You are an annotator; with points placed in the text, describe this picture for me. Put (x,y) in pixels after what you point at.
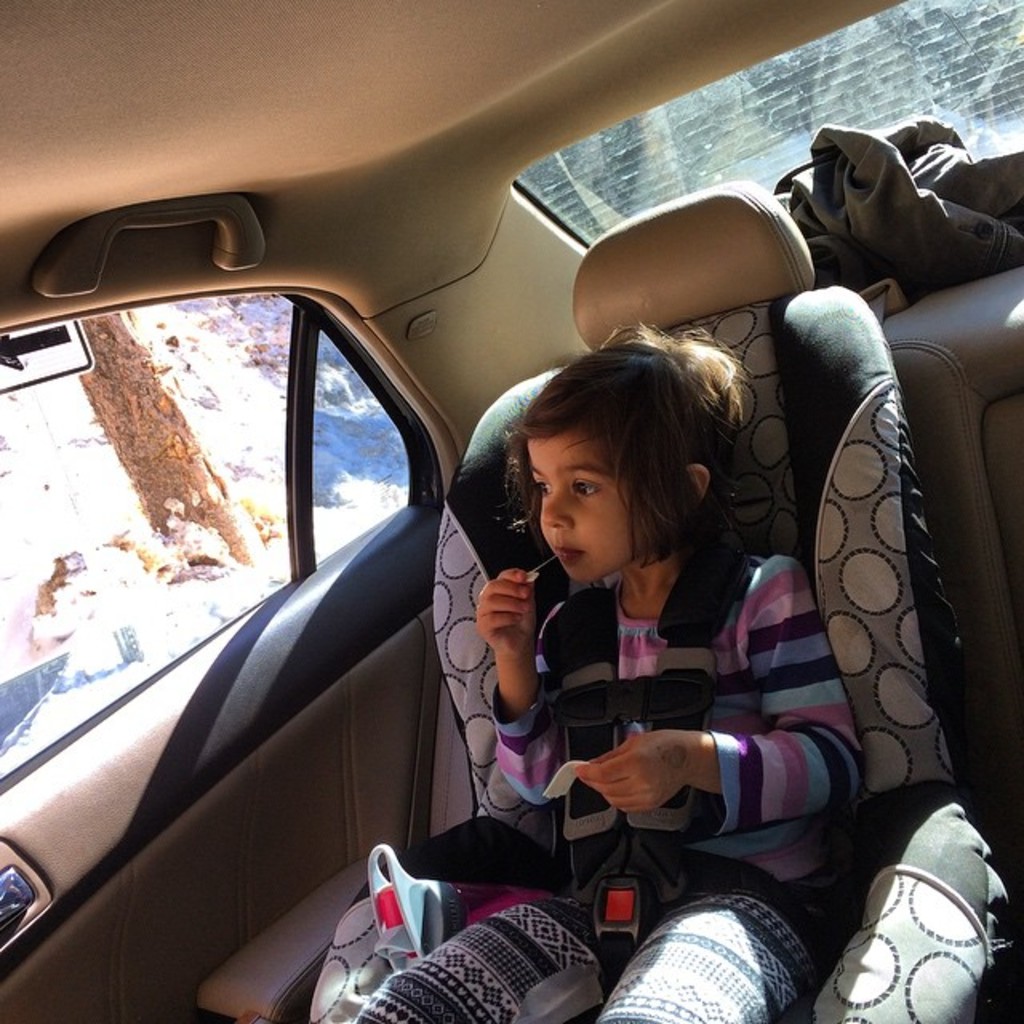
In this image I can see a child (634,799) sitting in the car (384,756) wearing seat belt (595,664) and eating something. At the back side of the car (765,121) there is a cloth (926,160) and at the outside there is a branch (120,445) of tree (199,510).
